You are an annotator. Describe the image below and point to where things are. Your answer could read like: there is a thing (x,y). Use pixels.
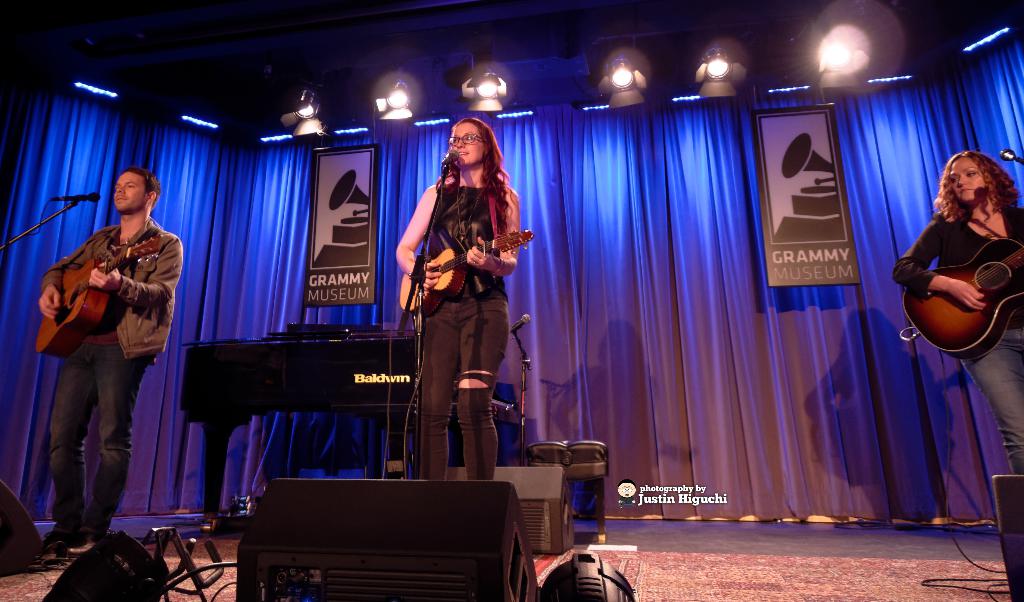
As we can see in the image there are curtain (691,300) and few people (100,355) over here and holding guitars (986,334) in their hands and in front of them there are mics (1015,156).
